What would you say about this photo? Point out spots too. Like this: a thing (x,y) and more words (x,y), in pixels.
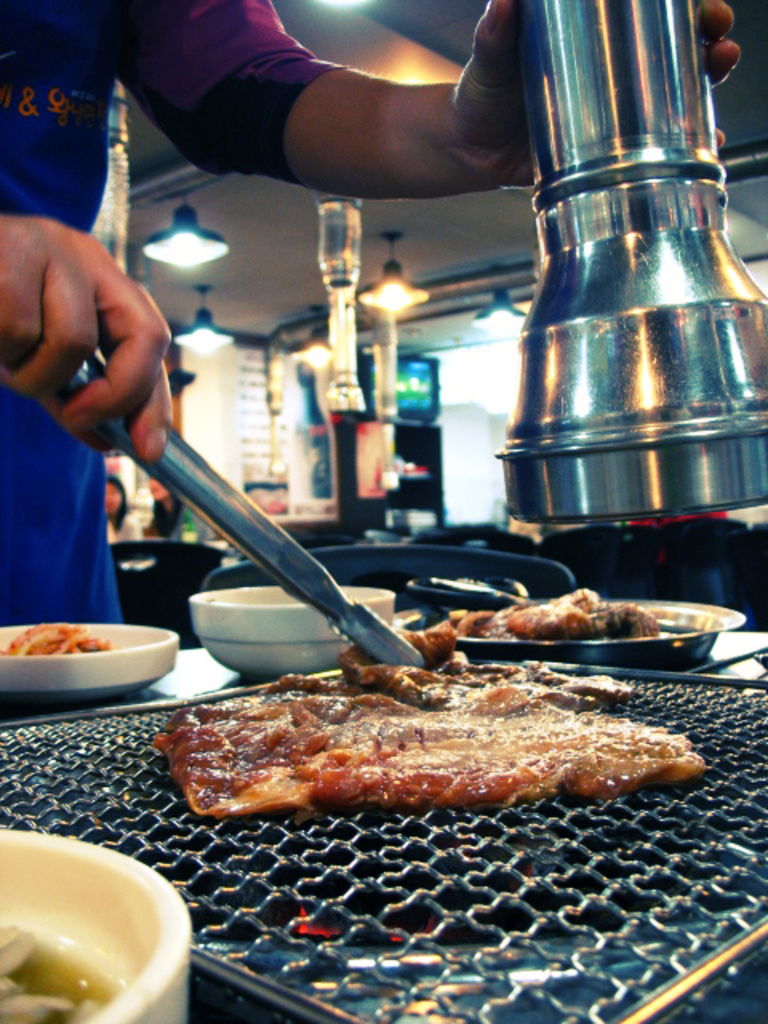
In this image I can see a person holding a tong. There is a food item (538,781) on a grill (271,991) and there are bowls (169,991) which contains food items (79,1019). There are lights (400,286) at the top (192,246).
